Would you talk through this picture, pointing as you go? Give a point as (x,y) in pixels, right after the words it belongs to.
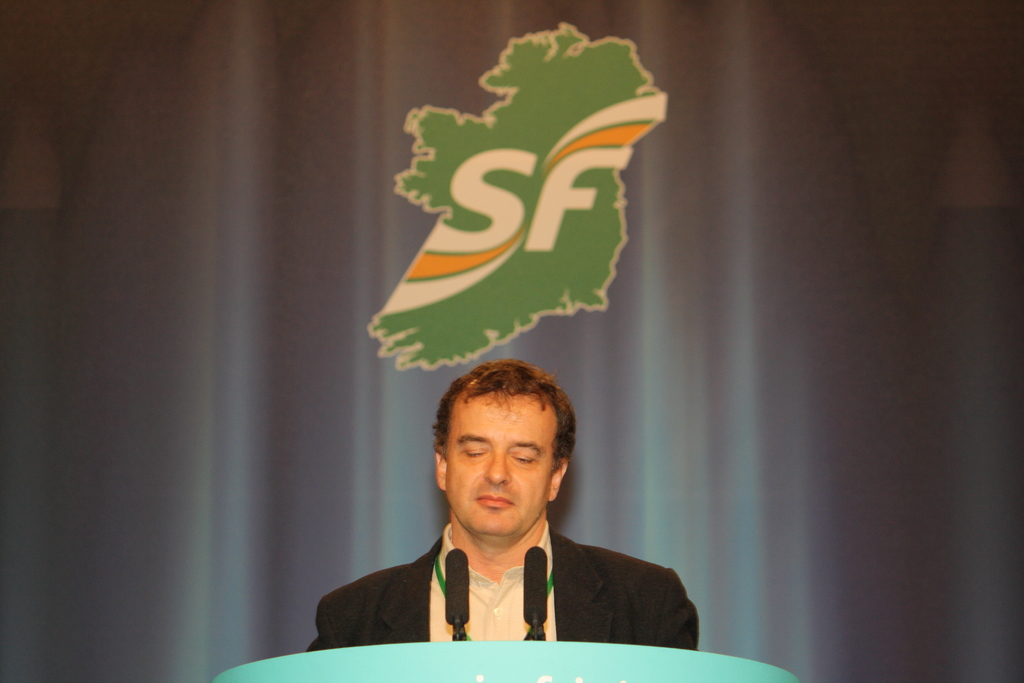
In this image I can see a person (486,482). There are two mics (535,567). At the top (514,164) I can see some text (529,163). In the background (306,415) it is looking like a curtain (739,427).
